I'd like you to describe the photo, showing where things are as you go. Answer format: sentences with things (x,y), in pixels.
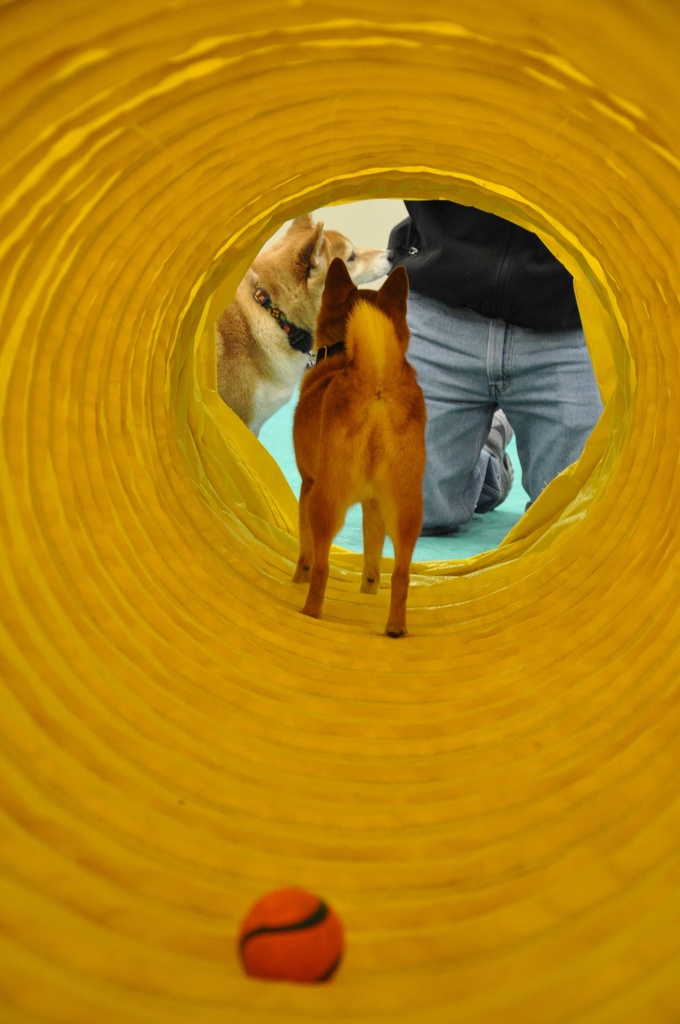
In this image I can see two dogs (393,439) and a person (494,419) is kneeling down on the floor (514,442). Here I can see a ball (314,950) in yellow color tunnel (334,830).
